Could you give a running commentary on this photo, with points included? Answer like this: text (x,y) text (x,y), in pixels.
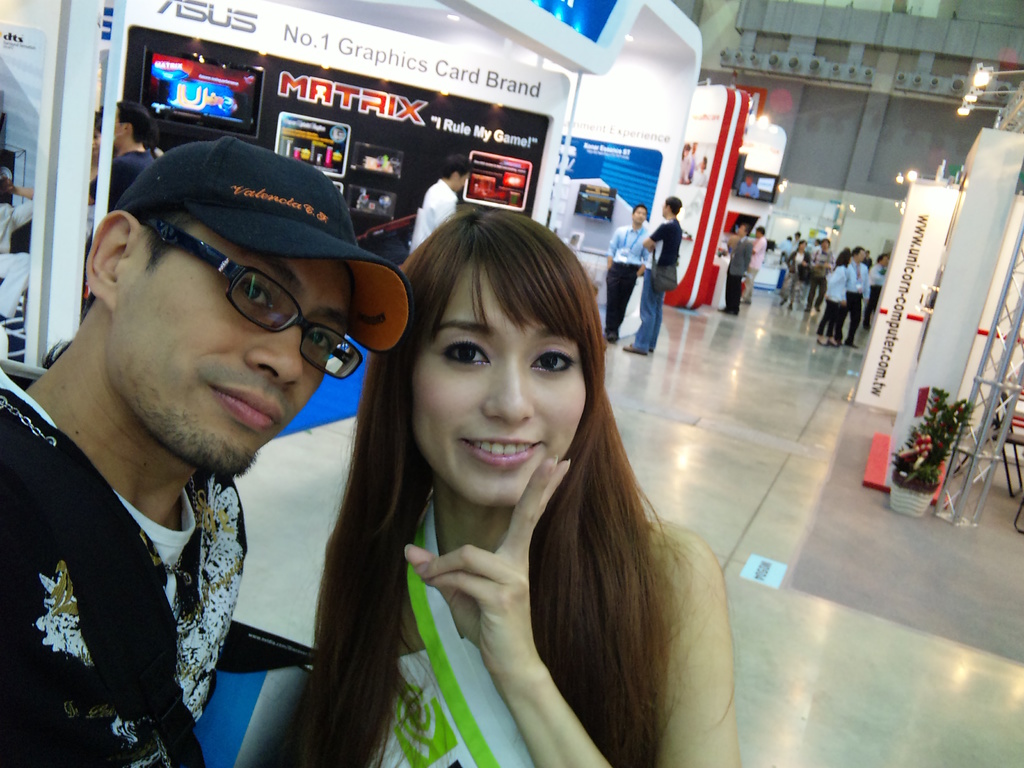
In the foreground (262,379) I can see there are two persons (456,487) and they both are smiling and back side of them I can see shops (532,142), in front of the shop (488,196) I can see persons (740,254) and on the right side (917,465) I can see a flower pot (929,460) and stand (956,471) and I can see the lights (984,71).
